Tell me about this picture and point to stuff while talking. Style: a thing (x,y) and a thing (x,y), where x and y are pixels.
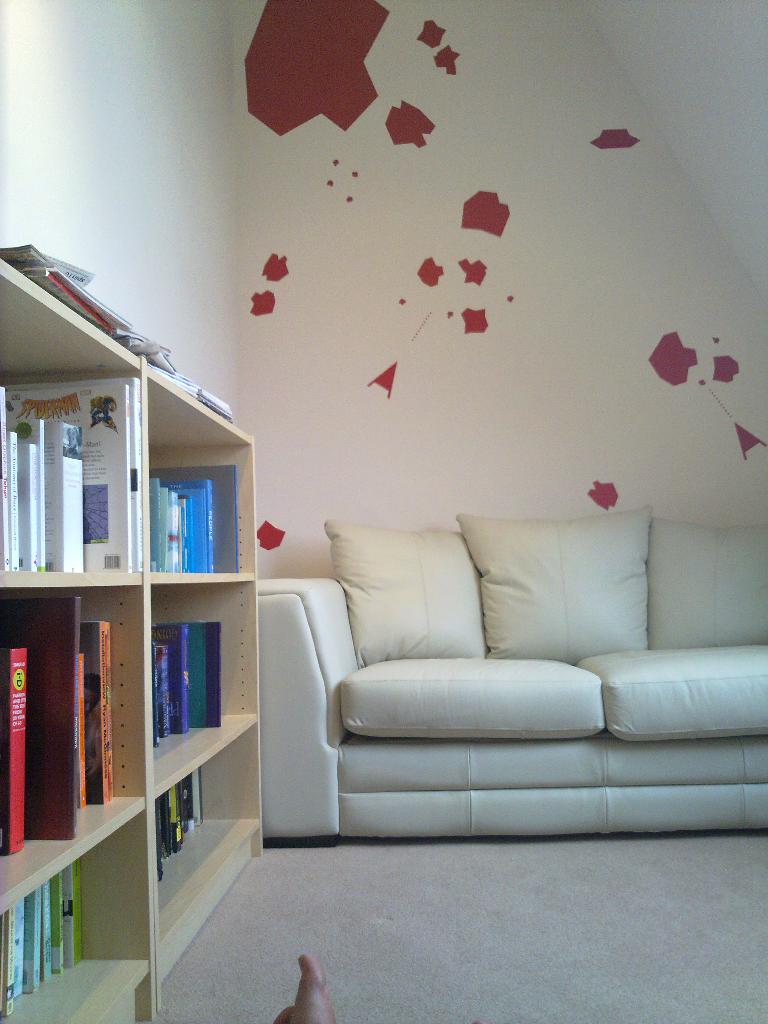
In this image i can see a white couch (548,666) at left (51,694) there are few books (24,634) in the wooden shelf (131,780), at the back ground (460,390) i can see a wall (415,487) and a red paint (325,66).
